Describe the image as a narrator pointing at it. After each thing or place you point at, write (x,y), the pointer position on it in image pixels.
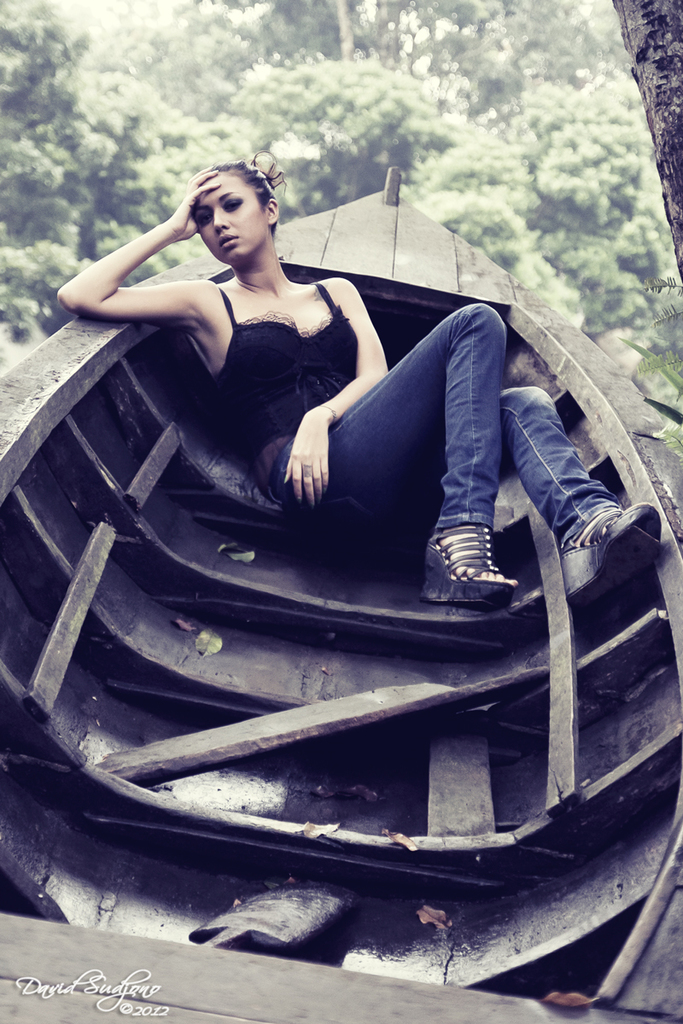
In this image I can see a person (259,372) sitting in the boat (587,655). The person (497,402) is wearing black shirt (298,372), blue pant (363,437). Background (178,110) I can see trees (327,86) in green color.
